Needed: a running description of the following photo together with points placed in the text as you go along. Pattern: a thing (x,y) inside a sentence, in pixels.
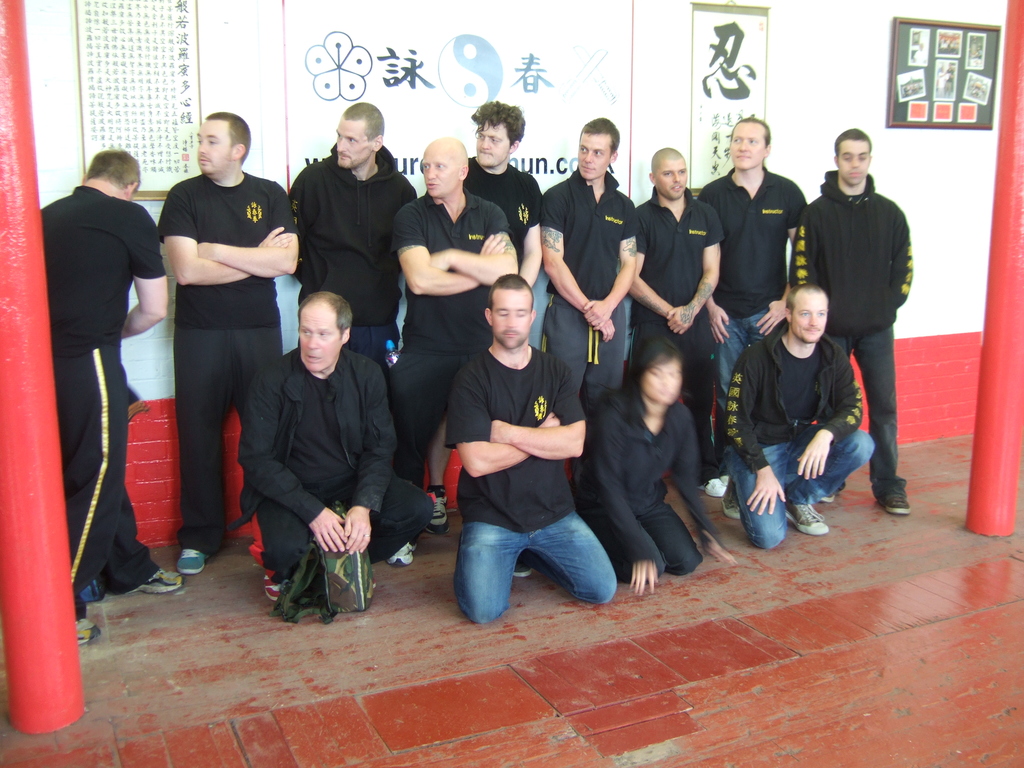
In this image, we can see a group of people (806,400). We can also see the ground (928,654). There are a few pillars (1022,60). In the background (953,276), we can see the wall (955,256) with some posters (168,93). There are some images (492,76) and text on the posters (724,16). We can also see a frame (928,122) on the wall (879,101).
